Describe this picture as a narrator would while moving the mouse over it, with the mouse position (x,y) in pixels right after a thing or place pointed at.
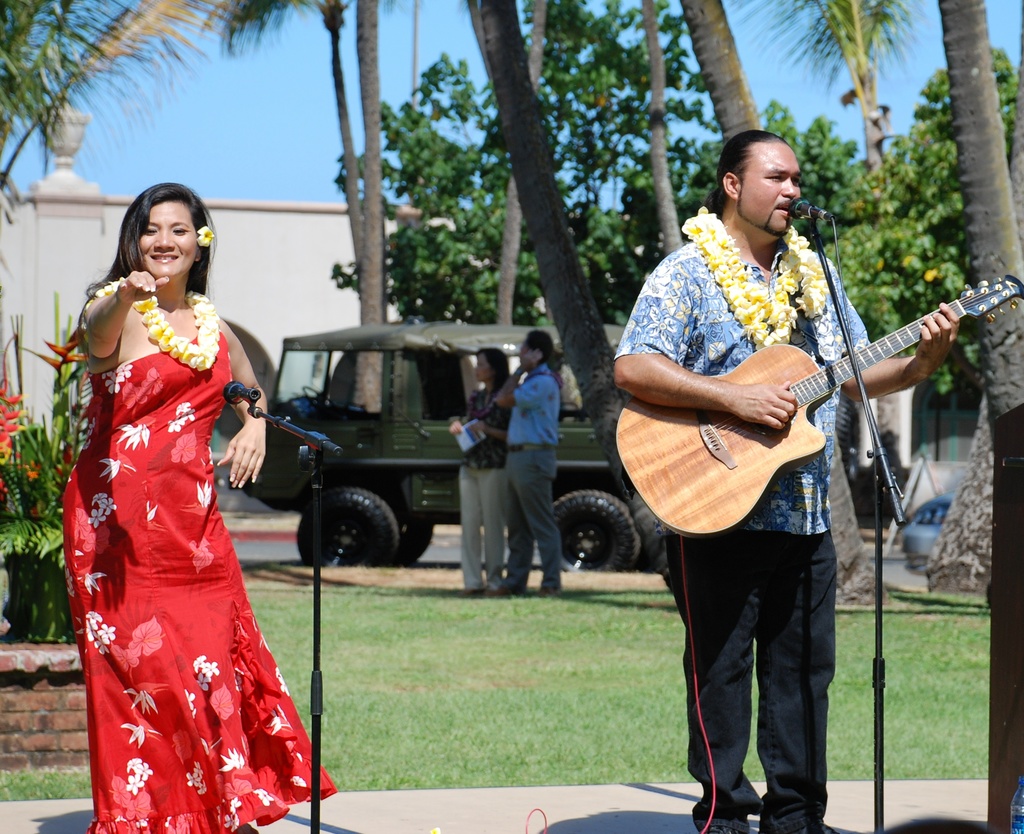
This picture is clicked outside the city. Woman (227,558) in red dress (176,508) who is wearing garland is laughing and in front of her, we see microphone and man (649,392) in blue shirt (684,345) is holding guitar (689,492) in his hands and playing it and he is even singing on microphone (818,219). Behind them, we see two people (528,385) standing on grass (513,628). Behind them, we see a vehicle (408,393) and many trees (551,162) and on background (308,278), we see a white building (293,283).
